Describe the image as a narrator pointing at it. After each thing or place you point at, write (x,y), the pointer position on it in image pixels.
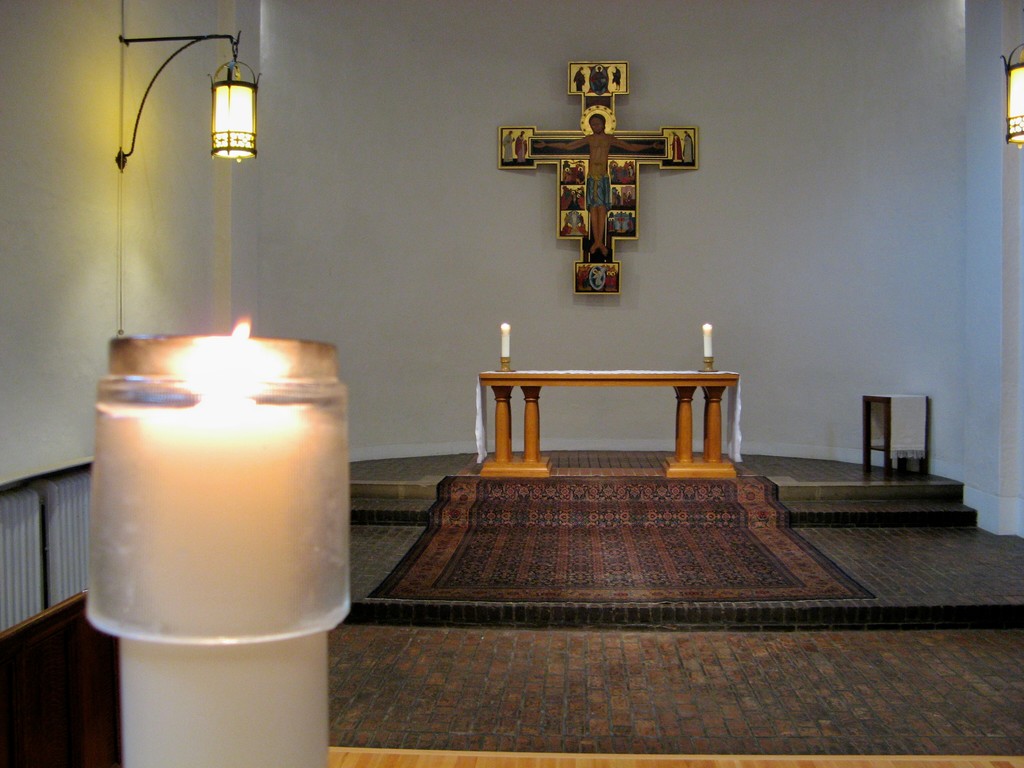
In this image on the left (242,557) there is a candle (211,623) on the table (394,764) and there is a light (244,148). In the middle (601,371) there is a table (677,375) on that there are two candles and there is a frame (595,181) and wall (871,281).
